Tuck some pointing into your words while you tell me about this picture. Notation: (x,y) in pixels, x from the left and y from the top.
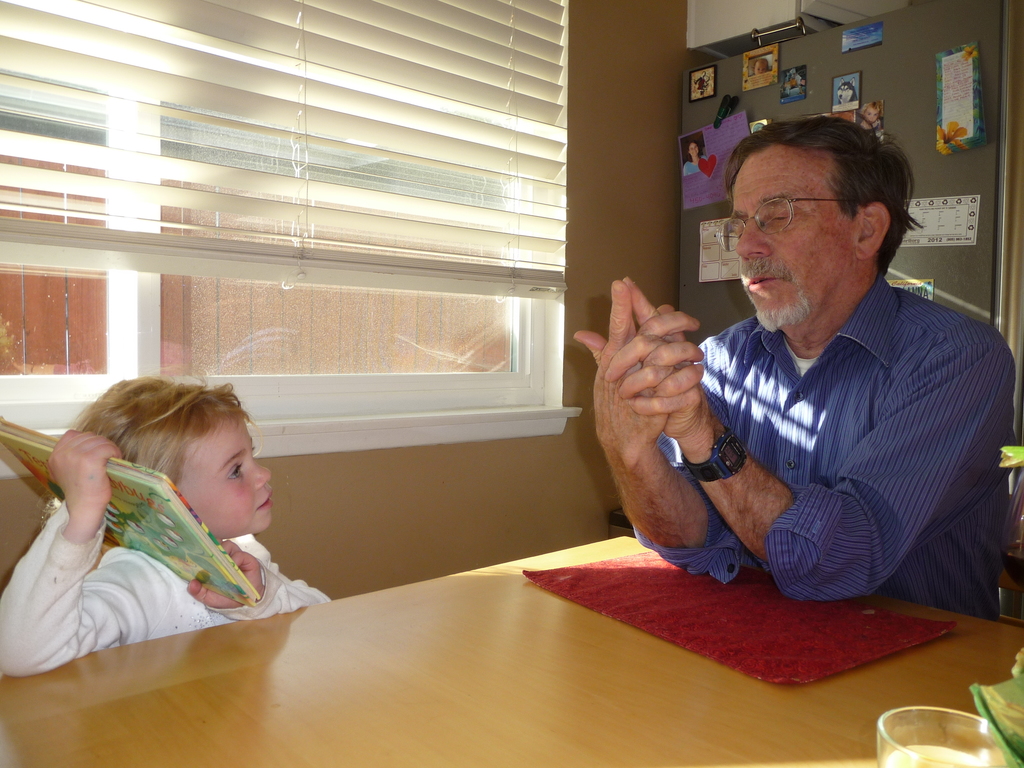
This is an image clicked inside the room (263,294). On the right side of the image (790,299) there is a man (840,403) wearing blue color shirt (890,481) and sitting at the table (376,650). On the left side of the image (128,537) there is a baby (214,416) holding a book (156,483) in hands (93,482). In the background (634,83) I can see a wall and few photo frames (747,80) are attached to a refrigerator (923,75).
